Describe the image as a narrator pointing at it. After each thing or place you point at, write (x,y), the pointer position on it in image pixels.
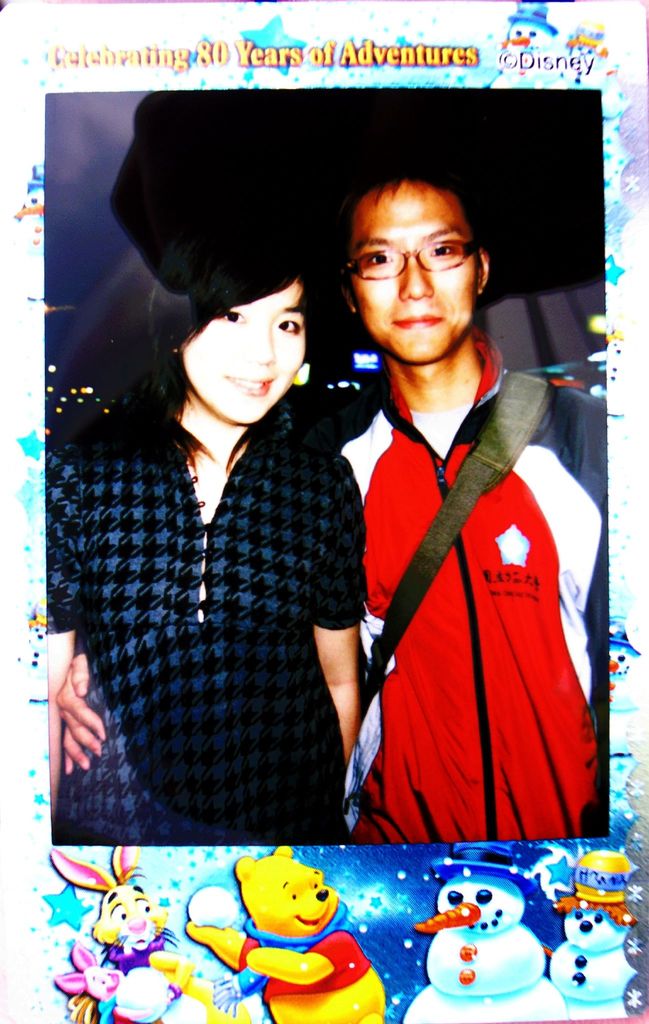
In this image it looks like a frame (529,895) in which there is a couple (340,580). There is a man (491,495) on the right side (509,495) and a girl (297,531) on the left side (184,574).
